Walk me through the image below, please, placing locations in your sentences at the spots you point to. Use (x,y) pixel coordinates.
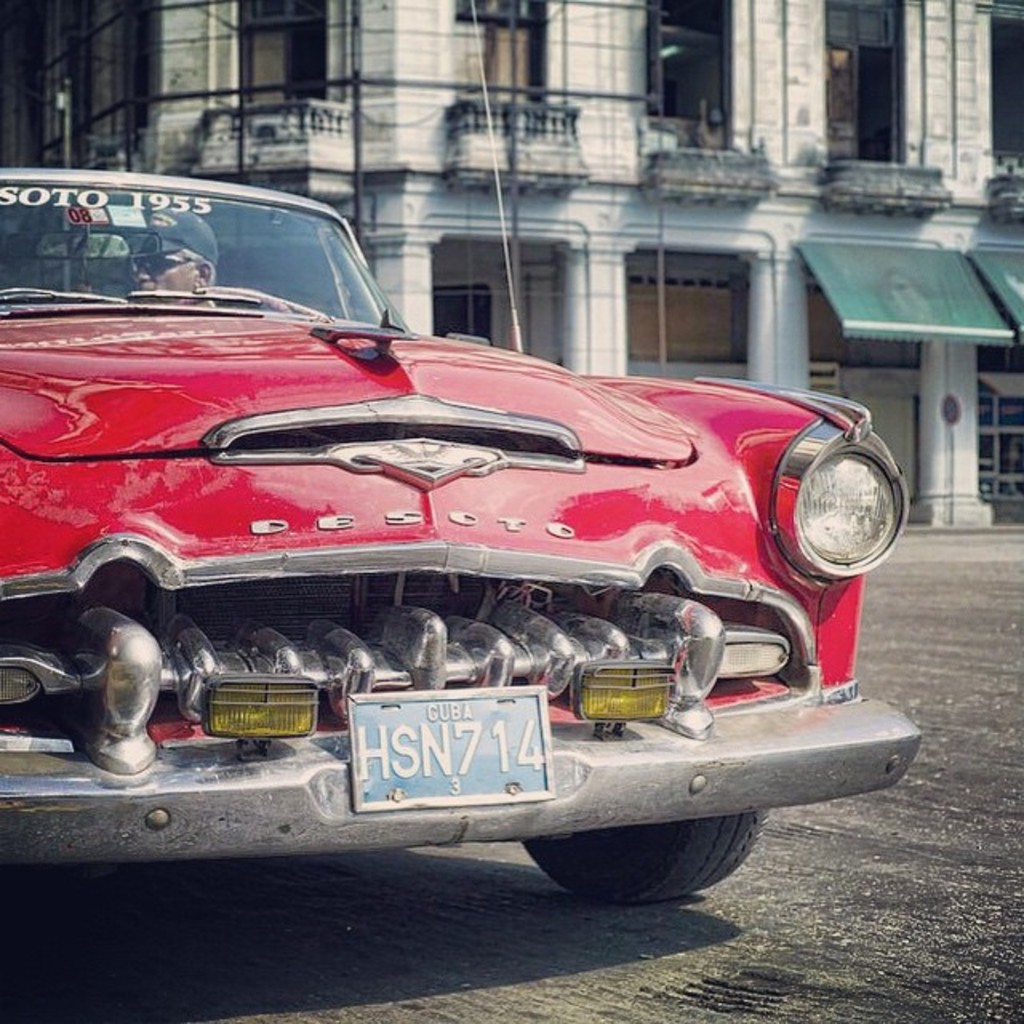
In this image I see a car (278,390) which is of red in color and I see the number plate (436,725) on it, on which there are alphabets (384,761) and numbers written and I see a person (211,279) sitting in the car (152,343) and I see the road (931,712). In the background (25,13) I see the building (700,163).
